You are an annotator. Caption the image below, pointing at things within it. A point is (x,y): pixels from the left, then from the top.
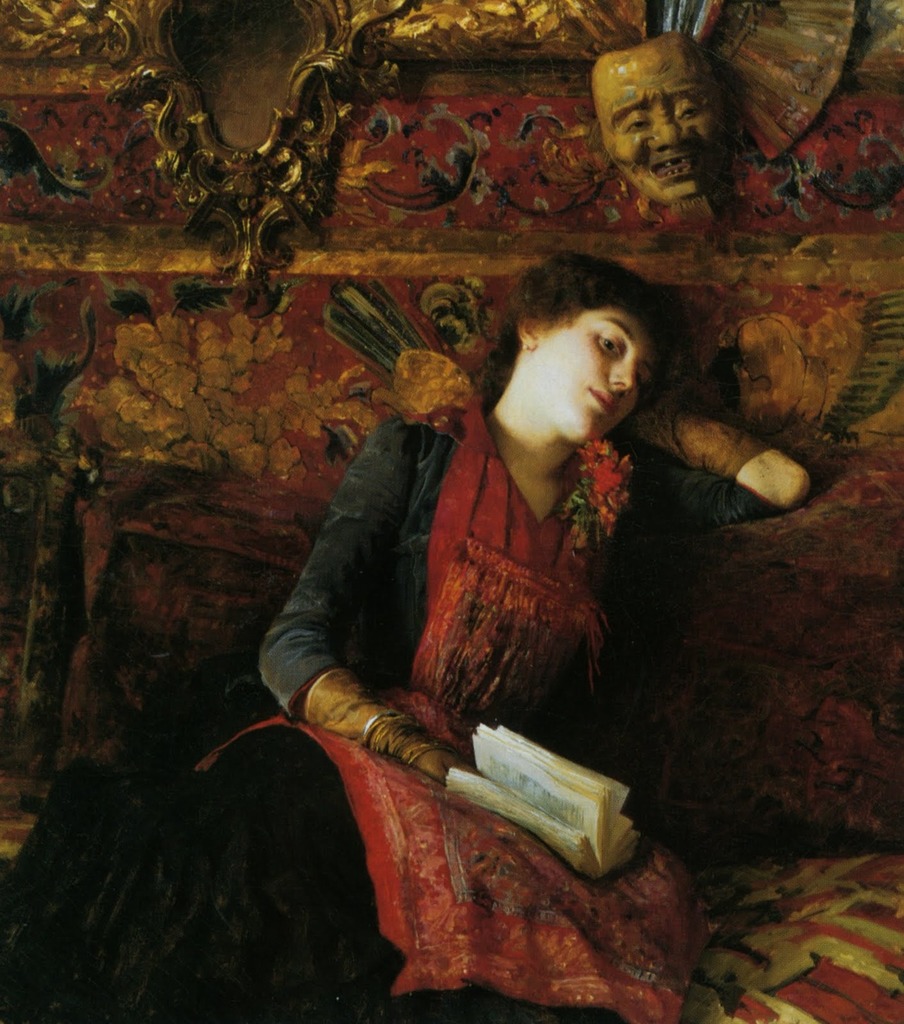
In the image we can see there is a women (484,413) who is sitting on the sofa (716,774) and she is holding a book (546,798). She is wearing a red apron (442,621) on black dress (412,536). The woman (462,541) is resting to the wall (762,298) which is at the back (750,285) and above it there is a human mask (650,160).
